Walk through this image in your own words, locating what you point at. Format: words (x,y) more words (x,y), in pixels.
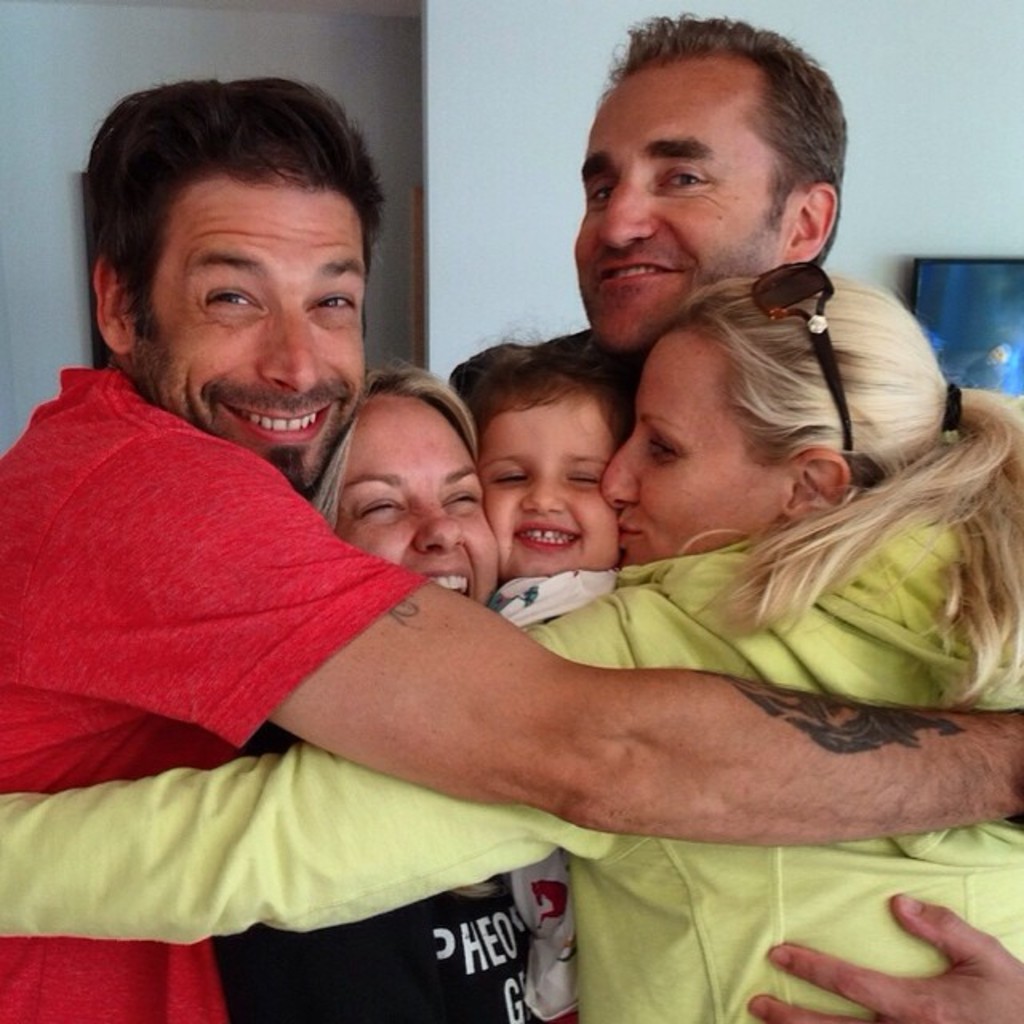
In this image, we can see men (327,421), women (412,472) and a kid (554,497) smiling. In the background (990,282), there is a frame (959,294) placed on the wall (912,131).
